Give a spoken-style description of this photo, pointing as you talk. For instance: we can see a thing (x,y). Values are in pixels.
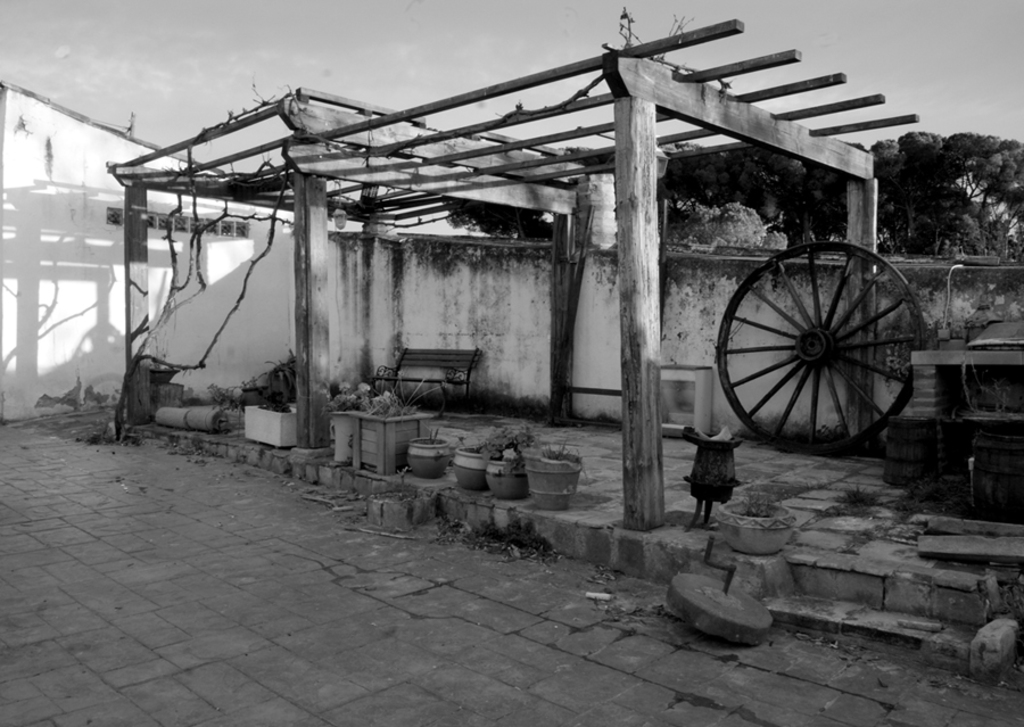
In this image I can see the wooden shed (852,370), the wheel (839,370), few pots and few objects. In the background (804,229) I can see few trees (813,233) and the image is in black and white.
